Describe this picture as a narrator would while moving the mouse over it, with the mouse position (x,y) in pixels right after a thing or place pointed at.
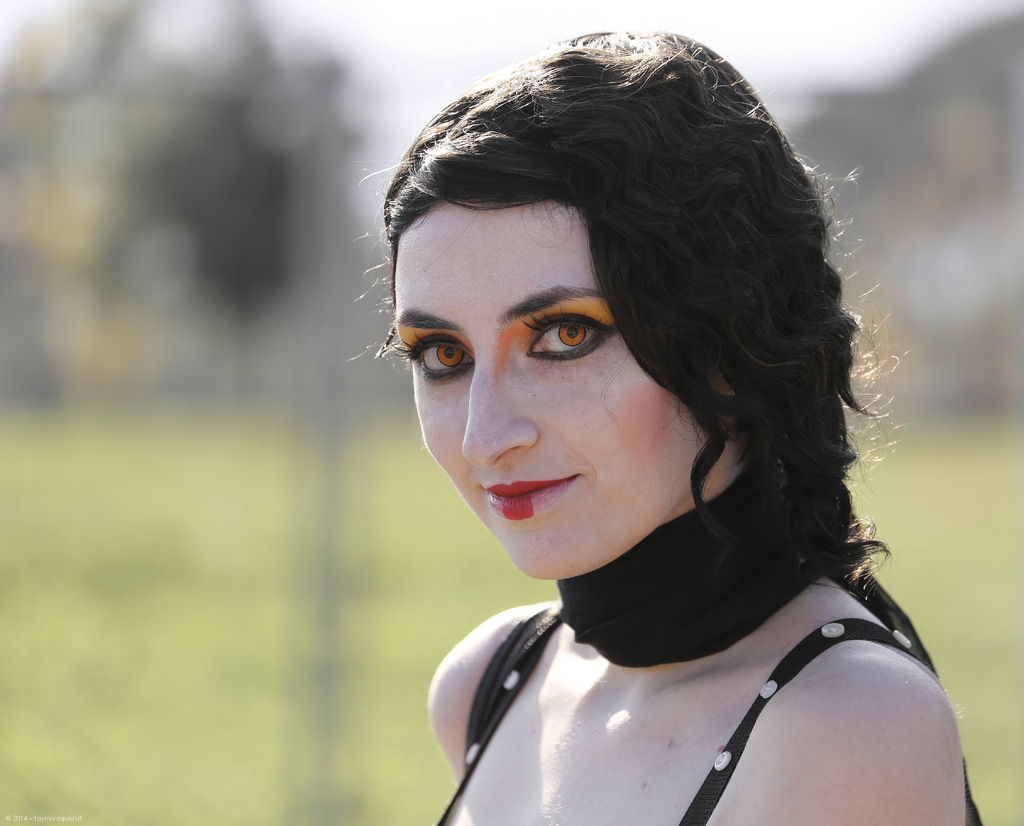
In the picture there is a woman (563,576), she is wearing makeup (500,336) and there is a black cloth (668,559) around the neck (738,558) of the women (695,564), the background (157,220) is blurry.
